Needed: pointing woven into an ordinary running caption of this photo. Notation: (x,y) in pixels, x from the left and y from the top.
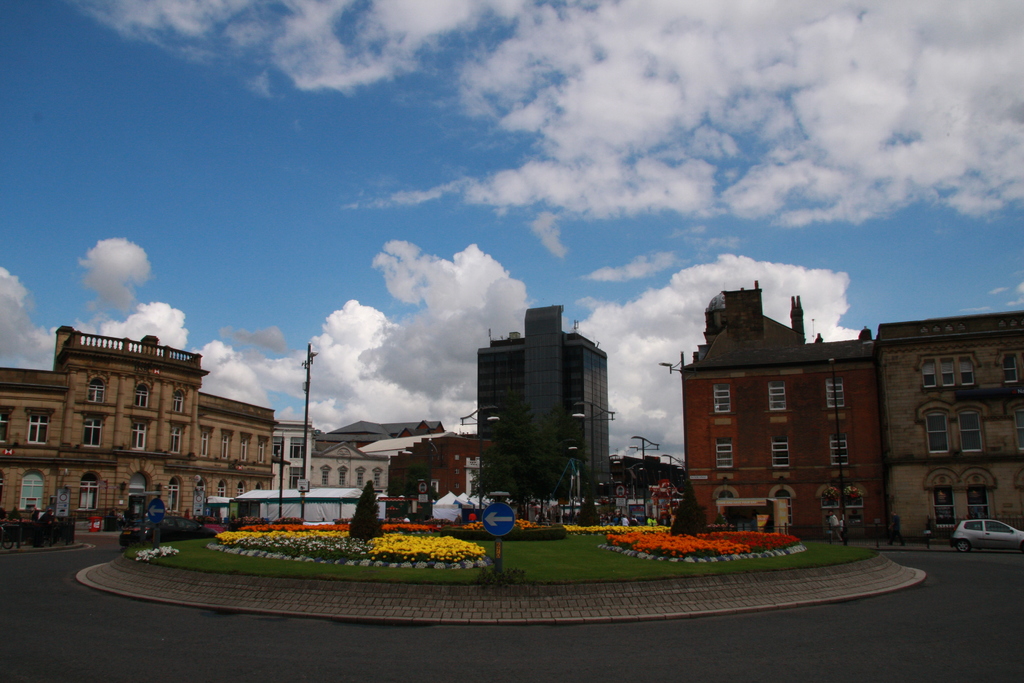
In this image, we can see the road (808,681) and there is a roundabout (108,575), we can see some flowers (638,549), there is a car (975,532) on the road (996,553) on the right side (996,536), there are some buildings (818,426), at the top (87,146) we can see the blue sky (383,158) and we can see some clouds (655,181).
